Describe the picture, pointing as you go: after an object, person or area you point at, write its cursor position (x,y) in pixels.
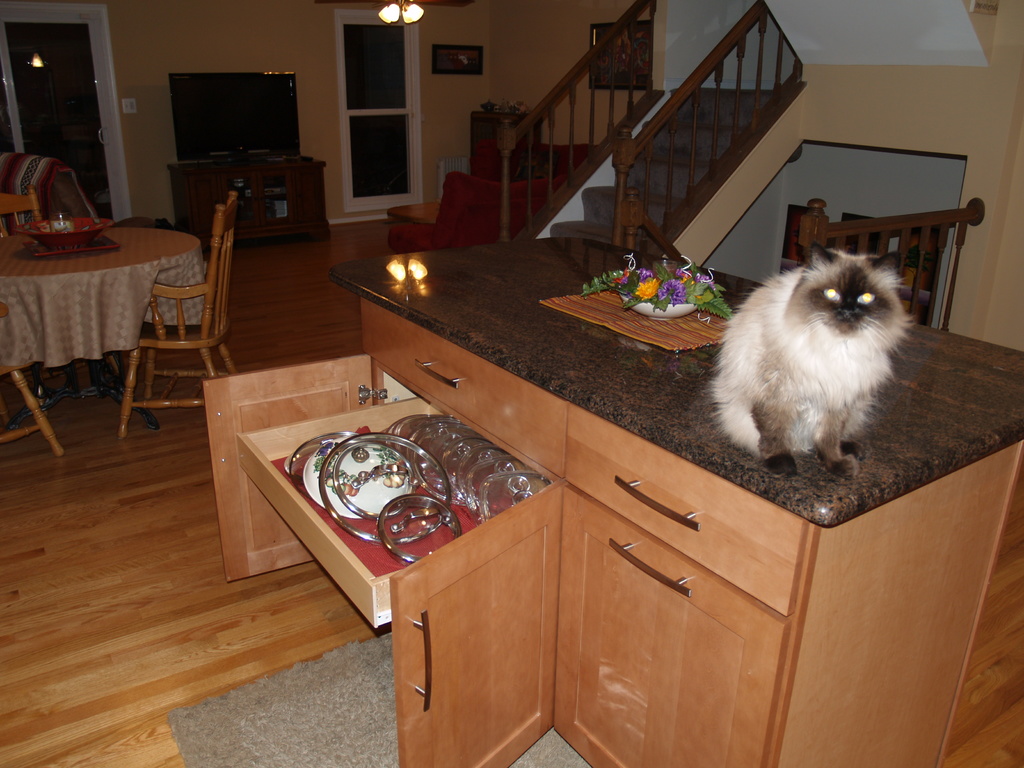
In this picture we can see cat (737,357), bowl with flowers (641,297) in it on table (446,297) cupboards (517,429) to it and in background (124,286) we can see chair (152,297), dining table (168,240), window (351,126), steps (553,133), wall (493,14), lights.
